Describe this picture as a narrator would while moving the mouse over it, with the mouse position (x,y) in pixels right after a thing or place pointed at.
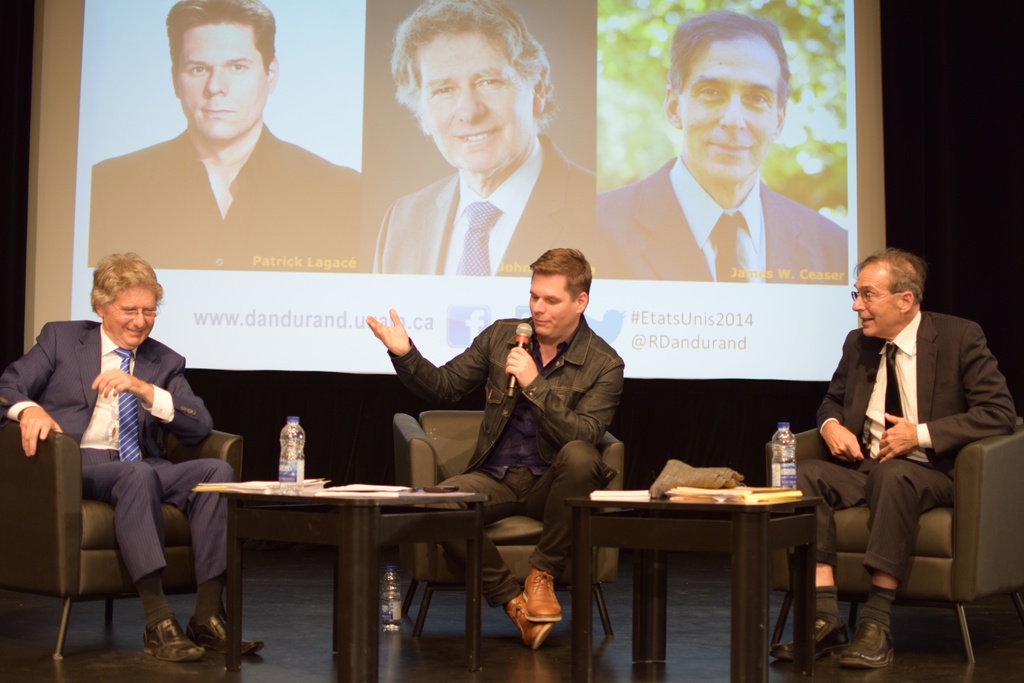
This is the picture where we have three people (163,456) sitting on the chairs (460,414) in front a table (458,514) on which there are some papers (258,486) and a bottle (282,456).
